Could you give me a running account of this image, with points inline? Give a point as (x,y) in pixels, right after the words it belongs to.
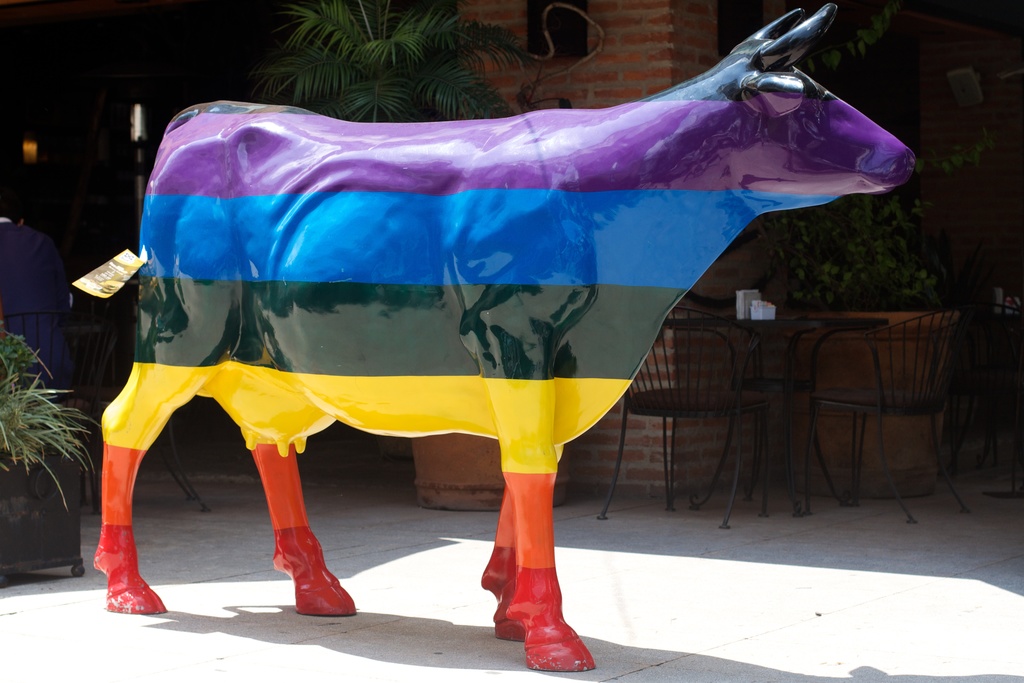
This image consists of a statue of a cow (473,412). It is multi colored one. There is a chair (638,398) in the middle (624,413). There are plants (11,380) on the left side (11,347) and top.
